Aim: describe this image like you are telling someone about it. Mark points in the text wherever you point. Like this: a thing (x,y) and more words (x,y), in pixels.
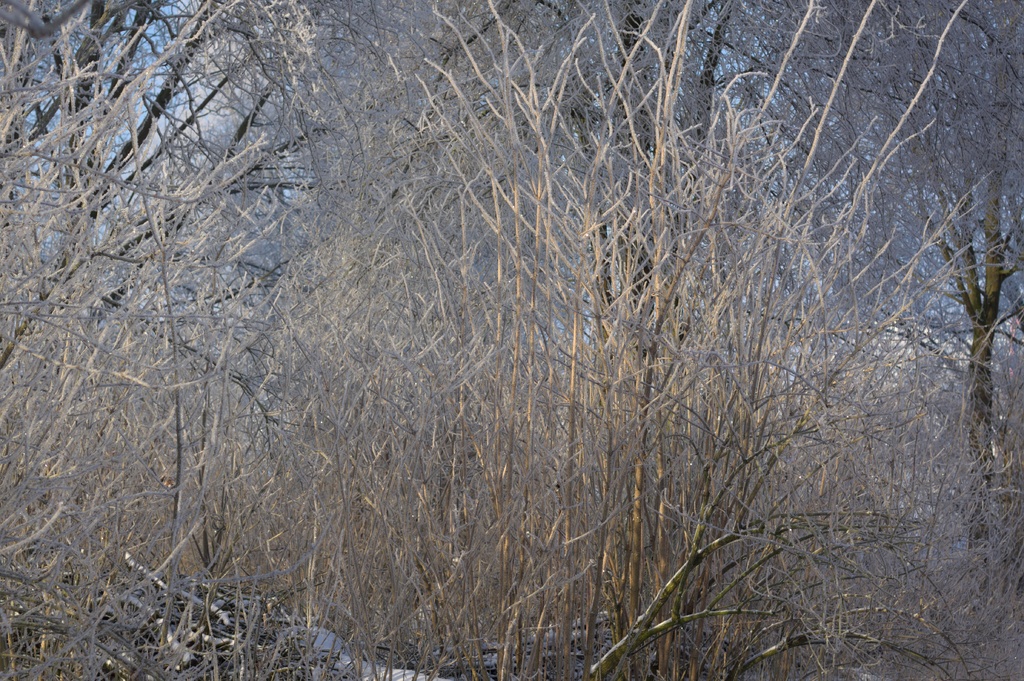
In this picture there are few dried trees (548,176) which has no leaves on it.
